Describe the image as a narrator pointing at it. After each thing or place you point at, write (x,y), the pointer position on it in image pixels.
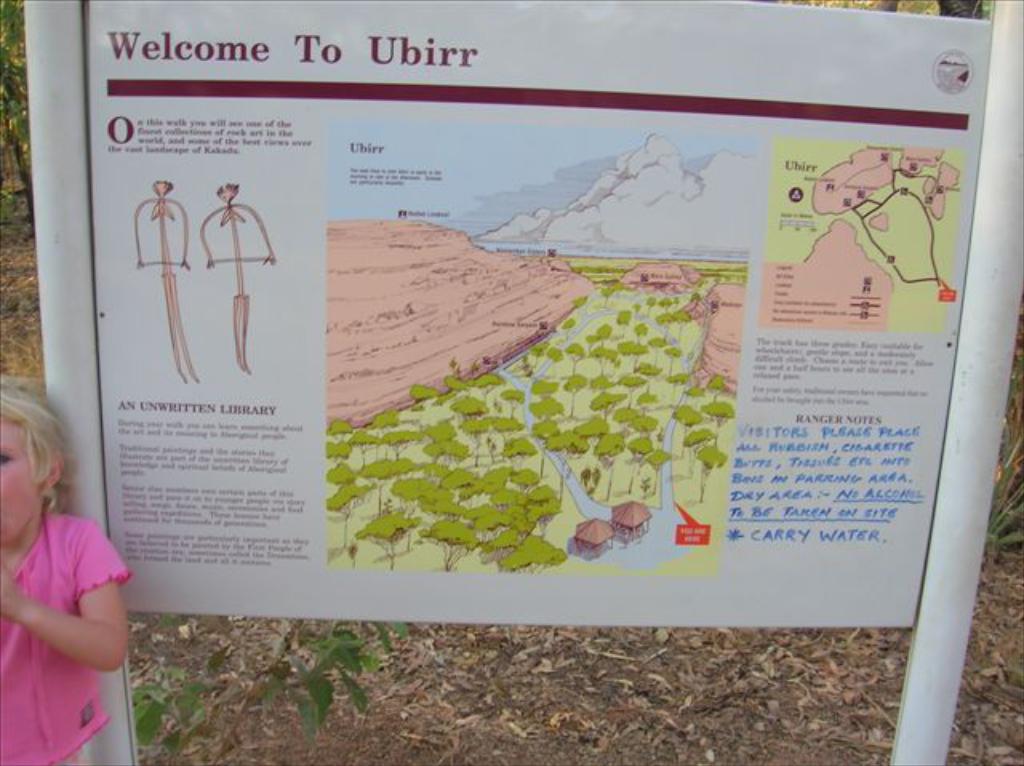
In this image I see a girl (15,420) over here who is wearing pink top (66,588) and I see a white board (625,178) on which there is a map (655,240) and I see words (404,185) written and I see the sketches (165,288) over here and I see the ground (240,631) on which there are leaves (396,691) and in the background (4,113) I see the green leaves (20,46).
